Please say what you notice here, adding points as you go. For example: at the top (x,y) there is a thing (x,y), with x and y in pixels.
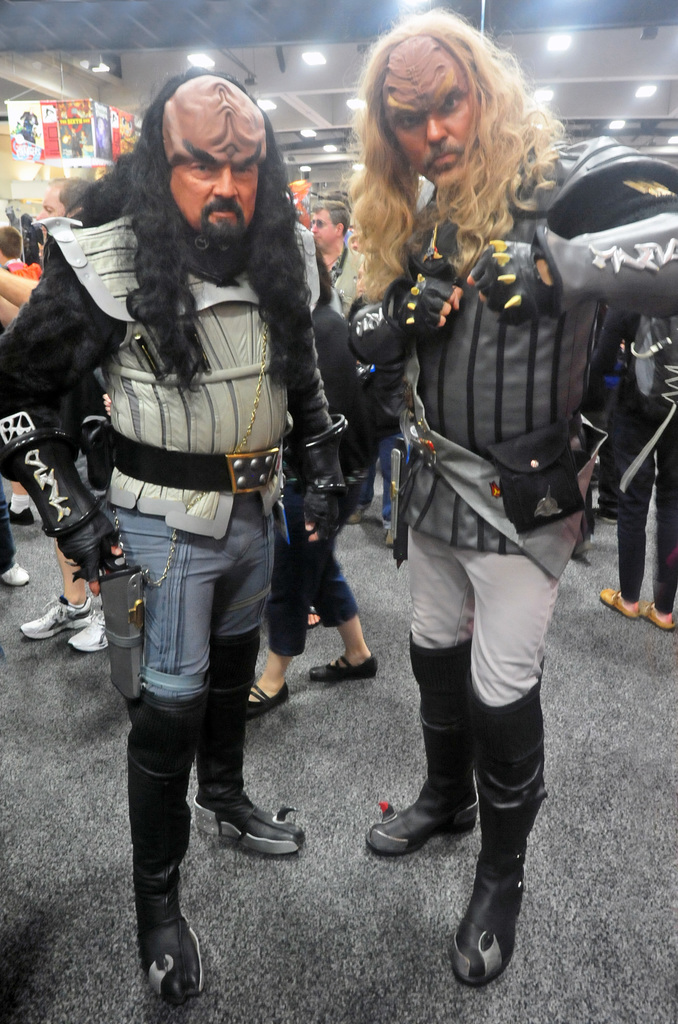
In this image we can see group of people (464,400) standing on the ground (527,930). Two persons (189,296) are wearing costumes (547,350). In the background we can see group of lights (305,132).
